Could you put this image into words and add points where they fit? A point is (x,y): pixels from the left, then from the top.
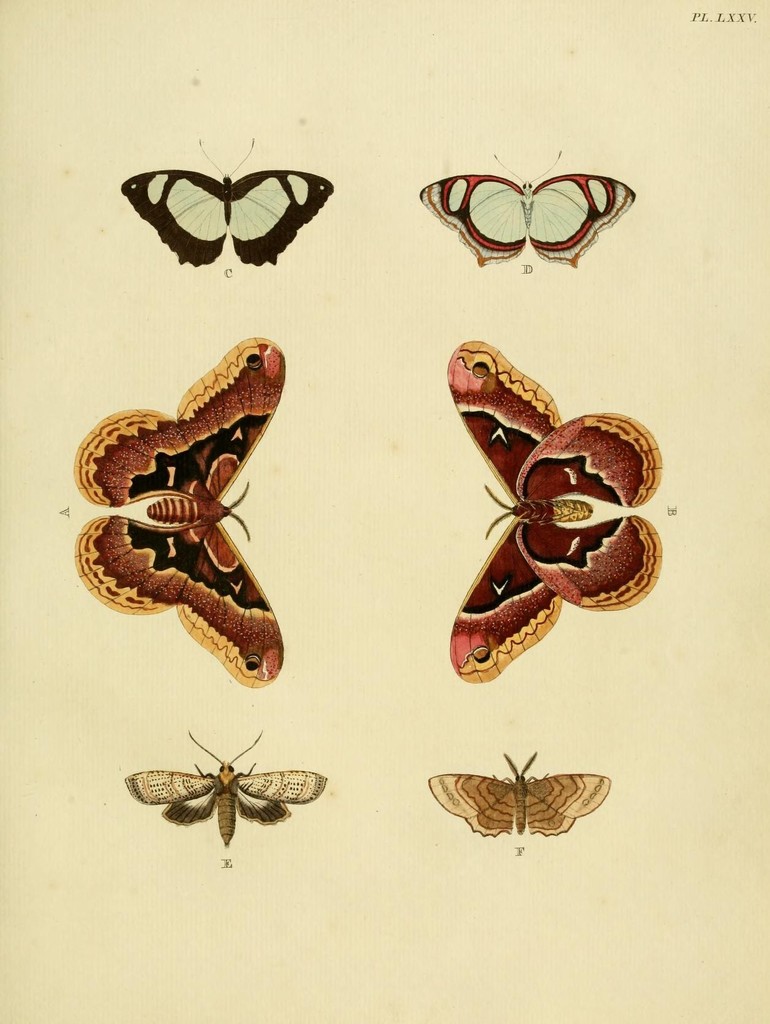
This picture is consists of a page (318,228), on which there are types of butterflies (283,220).
